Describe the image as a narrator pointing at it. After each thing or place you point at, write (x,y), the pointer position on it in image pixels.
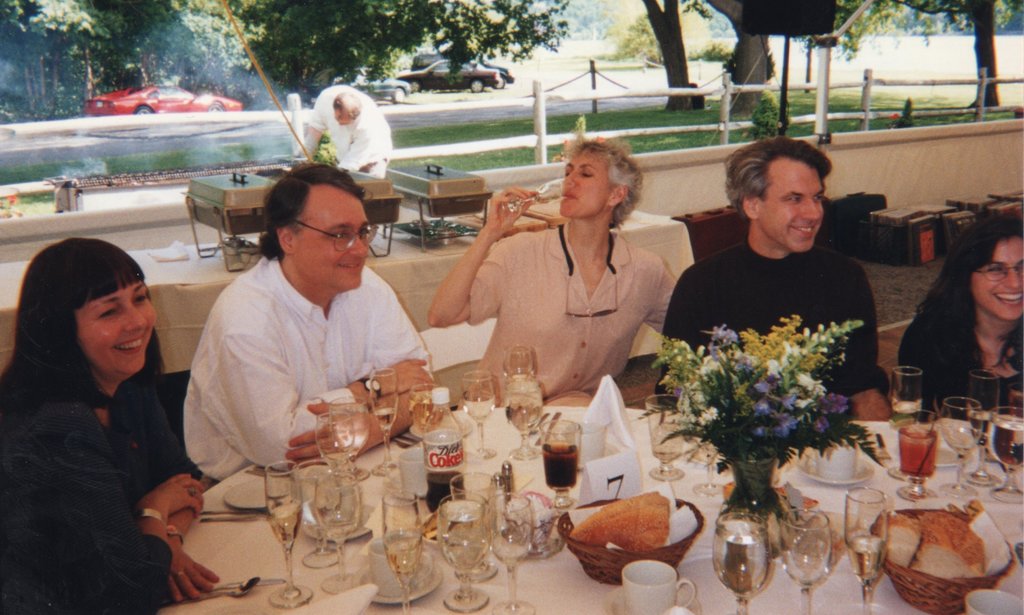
In this picture we can see some persons (755,326) are sitting on the chairs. This is the table (589,582). On the table (529,587) there are some glasses (512,590), cups (656,603), bottle (433,415), and a flower vase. On the background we can see a person (379,168) who is standing on the floor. And these are the vehicles (495,82) on the road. This is grass (482,137). Here we can see some trees (521,27).
